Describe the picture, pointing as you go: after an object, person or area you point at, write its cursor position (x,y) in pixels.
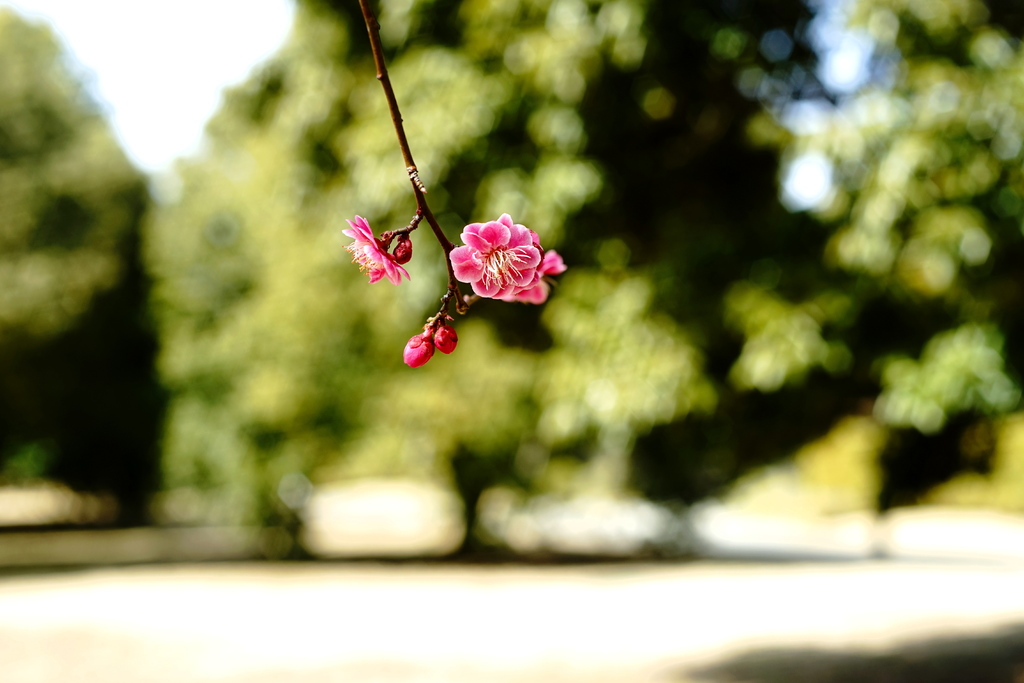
In this image I can see the flowers (470,257) and buds (424,351) which are in pink color. In the background (189,127) I can see many trees (636,196) and the sky (197,96). But the background (155,118) is blurred.
